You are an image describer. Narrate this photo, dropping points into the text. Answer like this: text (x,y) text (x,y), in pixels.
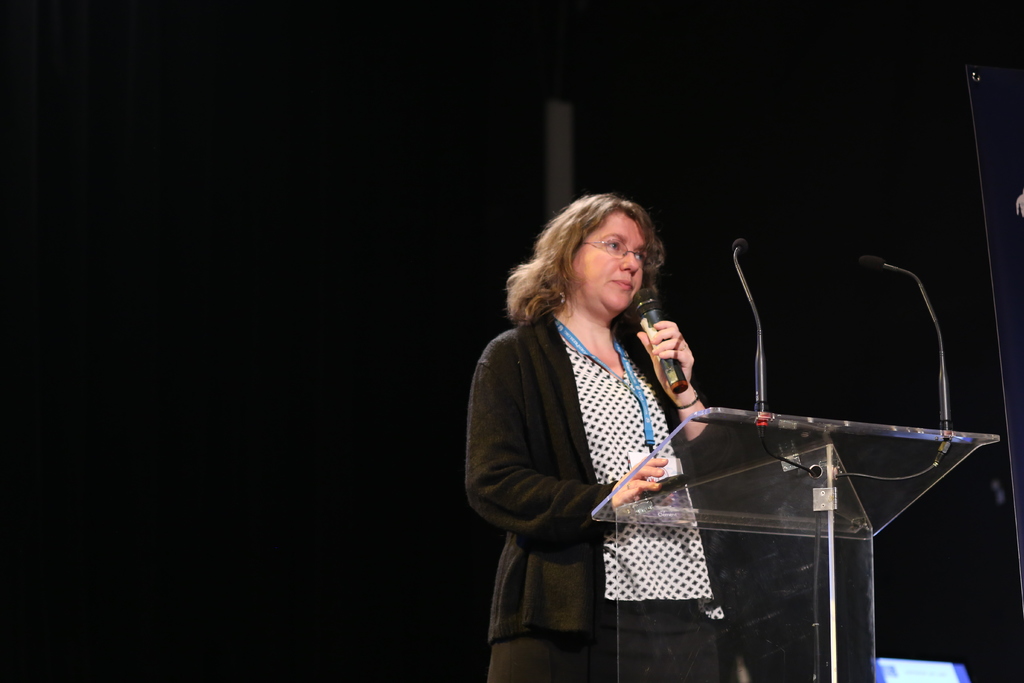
As we can see in the image there is a woman (564,382) wearing black color jacket (571,437) and holding mic (651,329). The image is little dark.
